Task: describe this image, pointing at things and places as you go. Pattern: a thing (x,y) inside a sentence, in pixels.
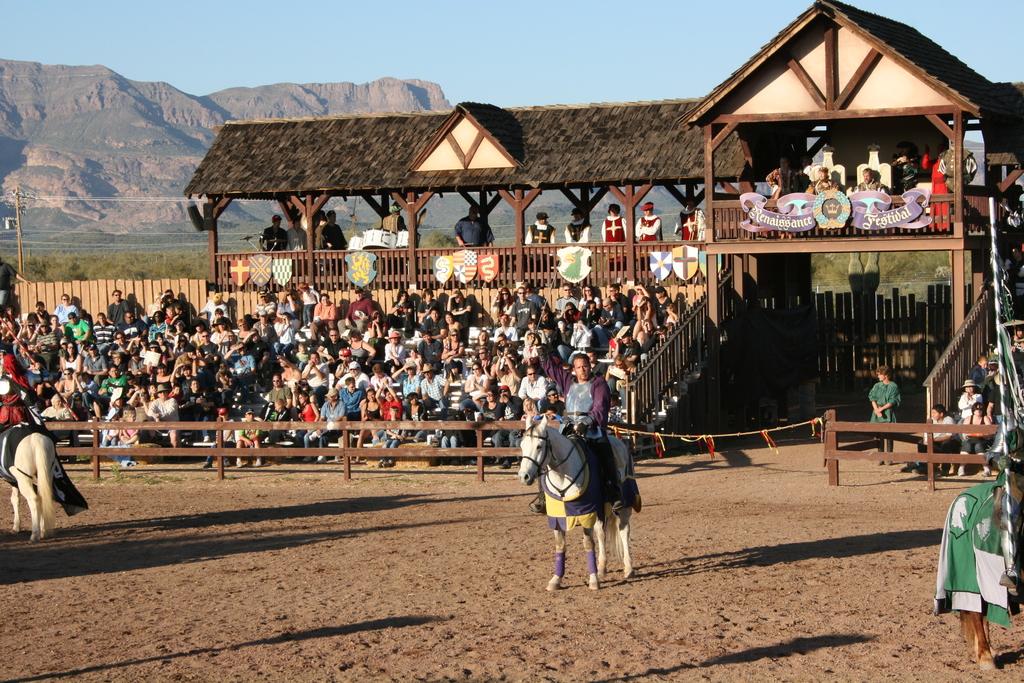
In this image we can see people (4,373) sitting on horses (625,528). In the background of the image (333,320) there are people (404,357) sitting in stands (726,260). At the bottom of the image (423,615) there is sand (305,639). In the background of the image (92,183) there are mountains (171,90), sky (373,61), trees (118,259).
